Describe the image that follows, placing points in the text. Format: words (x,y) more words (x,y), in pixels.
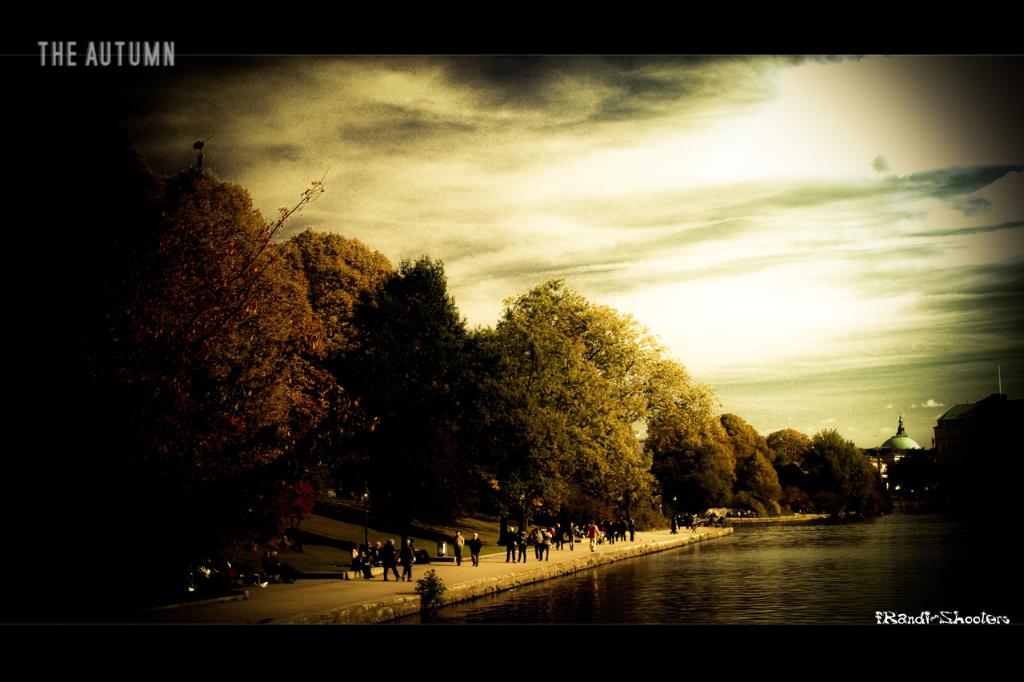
This image is taken outdoors. At the top of the image (375,100) there is the sky (502,164) with clouds (687,315). In the background (700,494) there are many trees (198,429) with green leaves (585,486), stems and branches (703,461) and there is an architecture (903,453). On the right side of the image (716,586) there is a pond (709,566) with water (792,575). In the middle of the image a few people (367,555) are walking on the pavement (529,556) and a few (378,563) are sitting on the benches (345,568).
